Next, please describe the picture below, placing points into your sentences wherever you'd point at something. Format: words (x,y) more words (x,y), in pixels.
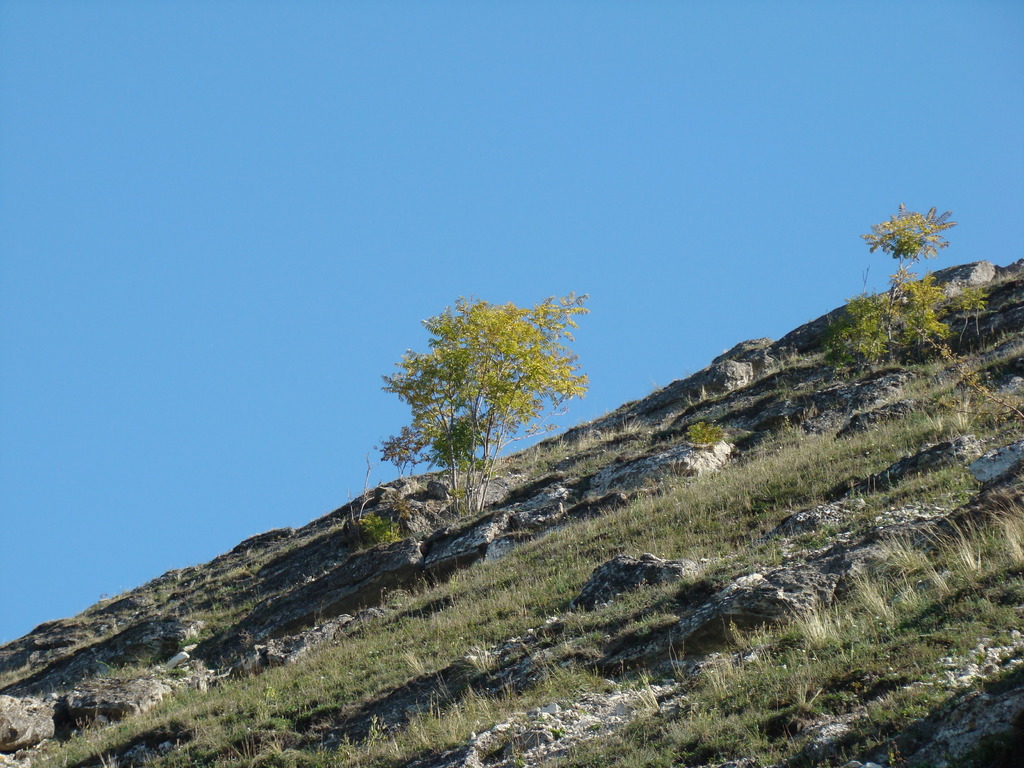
This image is clicked outside. There is grass (469,582) in the middle (646,501). There are trees (914,330) in the middle (405,383). There is sky (339,247) at the top (669,253).
